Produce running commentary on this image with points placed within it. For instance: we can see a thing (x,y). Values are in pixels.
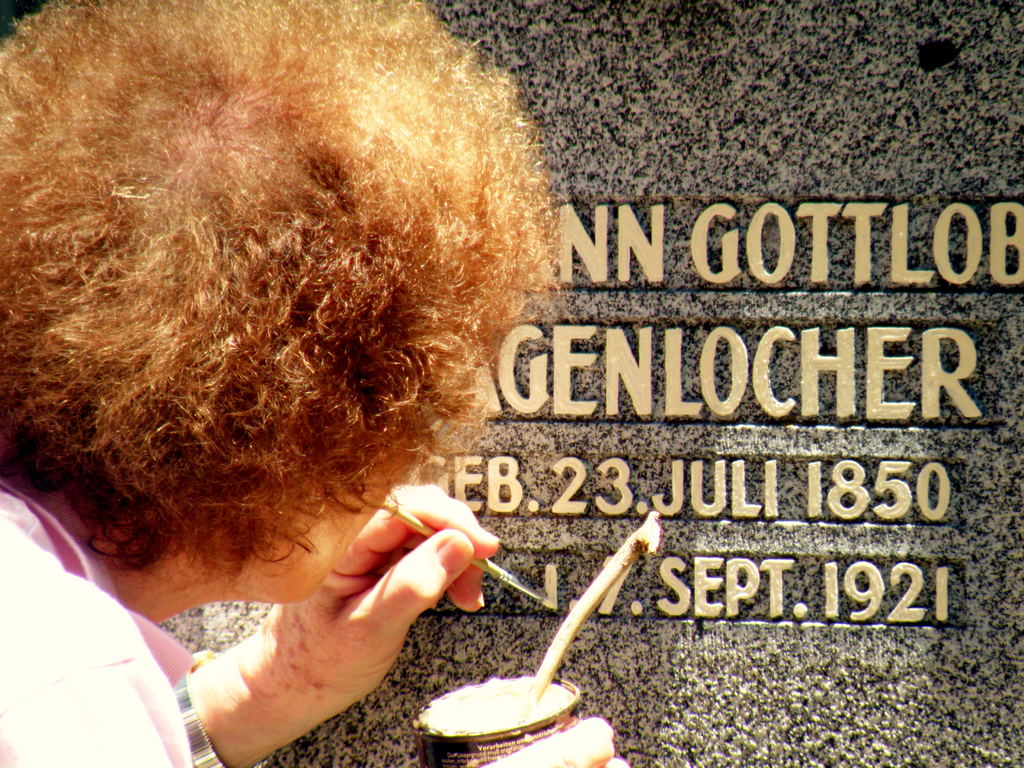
In this image, we can see a person (41,538) standing and writing some text (615,485) with the paint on the wall (995,98).
